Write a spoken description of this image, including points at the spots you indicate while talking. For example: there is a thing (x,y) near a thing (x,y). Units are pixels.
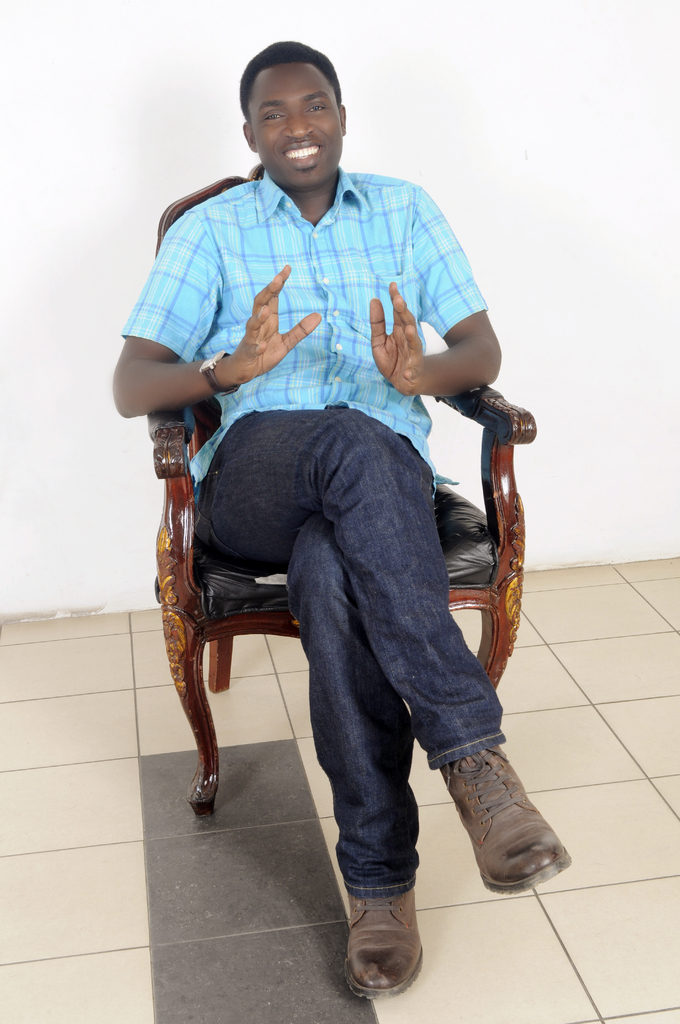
In this image we can see a person (350,307) sitting on a chair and smiling.
